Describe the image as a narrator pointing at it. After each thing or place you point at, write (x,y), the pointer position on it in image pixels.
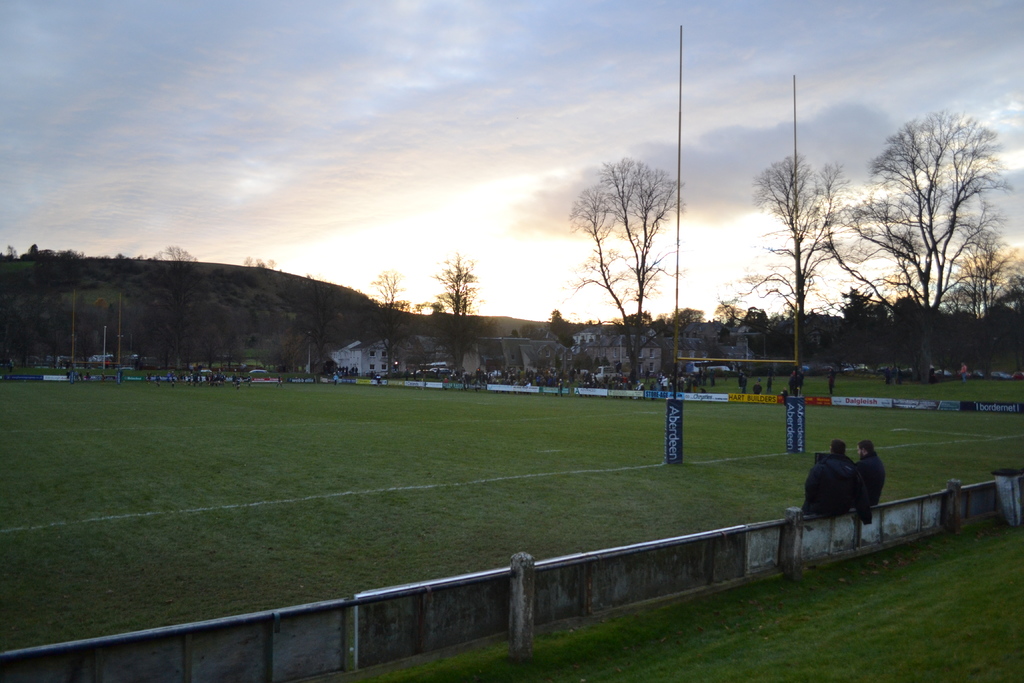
Here we can see two persons (837,494). This is grass (548,479). There are poles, boards (404,384), houses (365,362), trees (792,336), and persons (574,382). In the background (633,301) there is sky (639,155).
